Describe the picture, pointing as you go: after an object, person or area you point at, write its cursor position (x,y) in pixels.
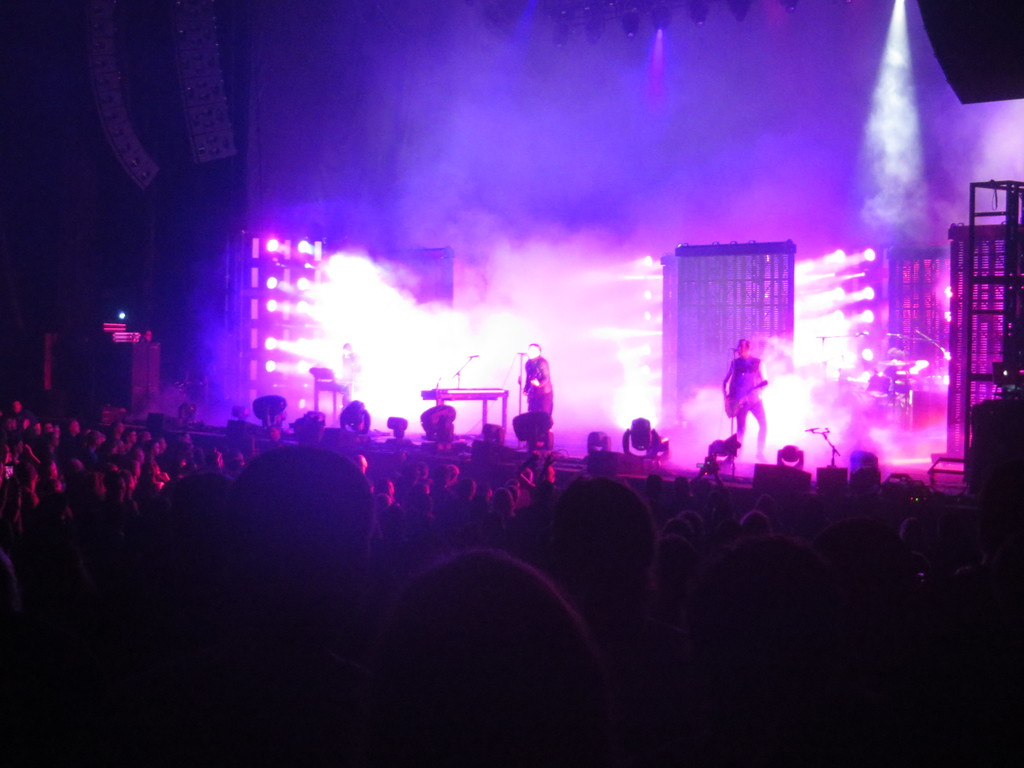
In this image we can see a few people (527,380) are standing on the stage (678,469) and at the bottom of the image (354,562), a crowd of people (306,581) is present. There are lights (852,279) in the background of the image (300,284).
